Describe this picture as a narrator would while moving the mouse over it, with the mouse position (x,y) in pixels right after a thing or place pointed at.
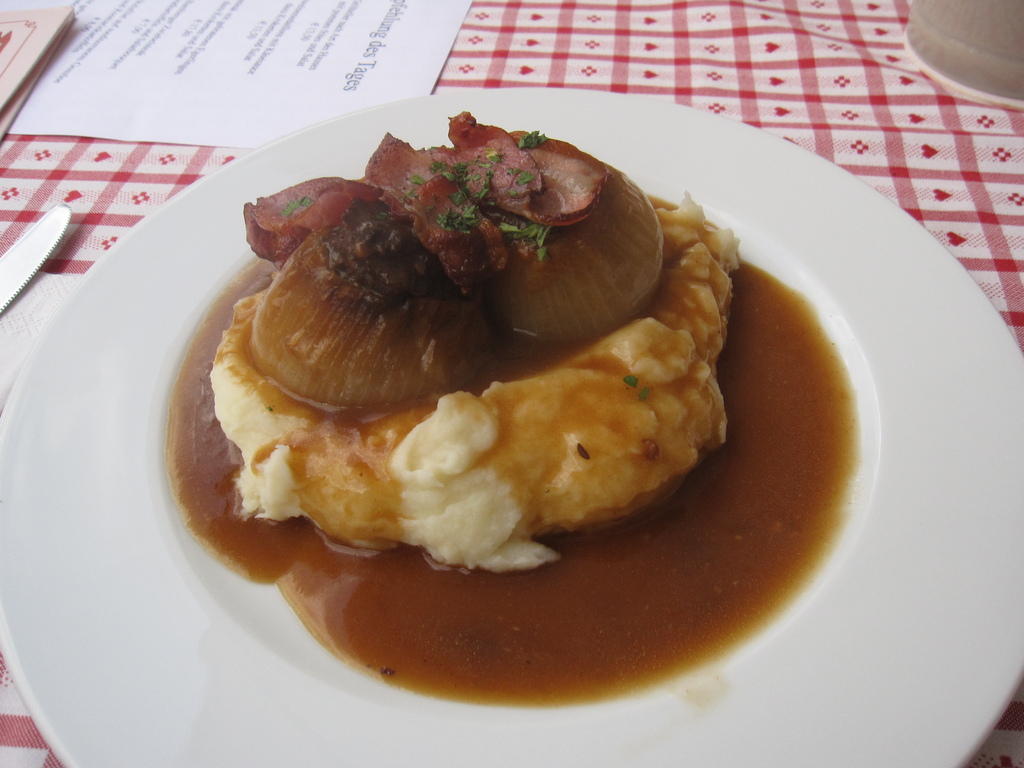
In this image I can see a white colour plate (399,752) and in it I can see brown colour food (373,398). I can also see a knife (11,266), a white colour paper (228,82), pink colour cloth (634,62) and on this paper (160,51) I can see something is written.
